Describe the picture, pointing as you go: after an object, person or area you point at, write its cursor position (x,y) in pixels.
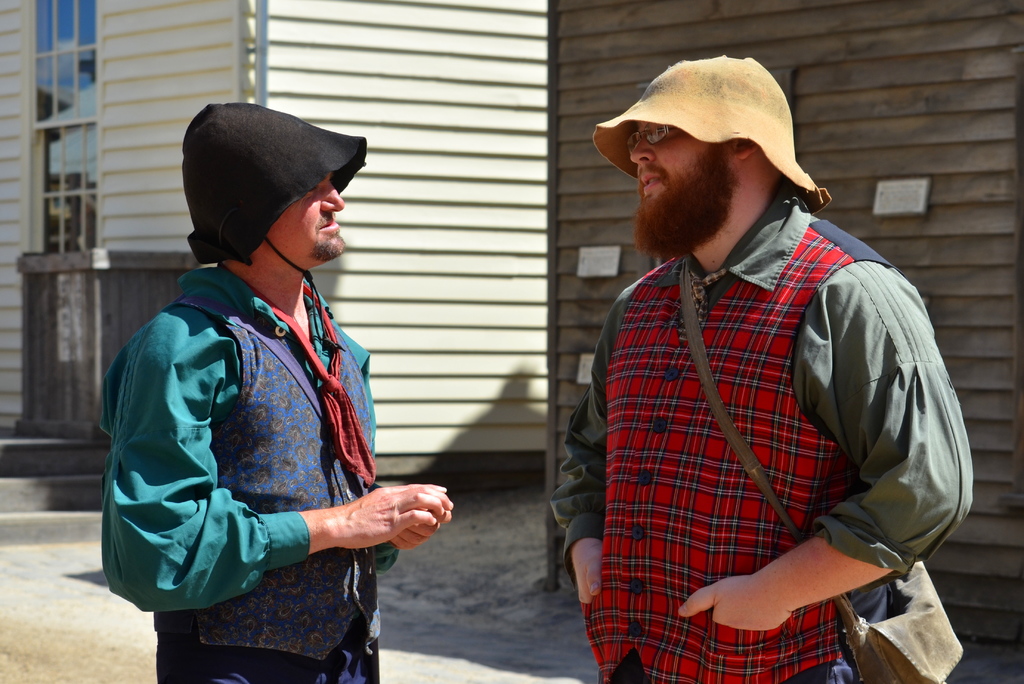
In this image there are two people (722,376) standing, there is a person (412,514) holding an object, there is a person (731,593) wearing a bag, there is a wall (977,310) truncated towards the right of the image (895,95), there are windows (56,111), there is an object (65,408) on the floor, there are staircase (45,498).
